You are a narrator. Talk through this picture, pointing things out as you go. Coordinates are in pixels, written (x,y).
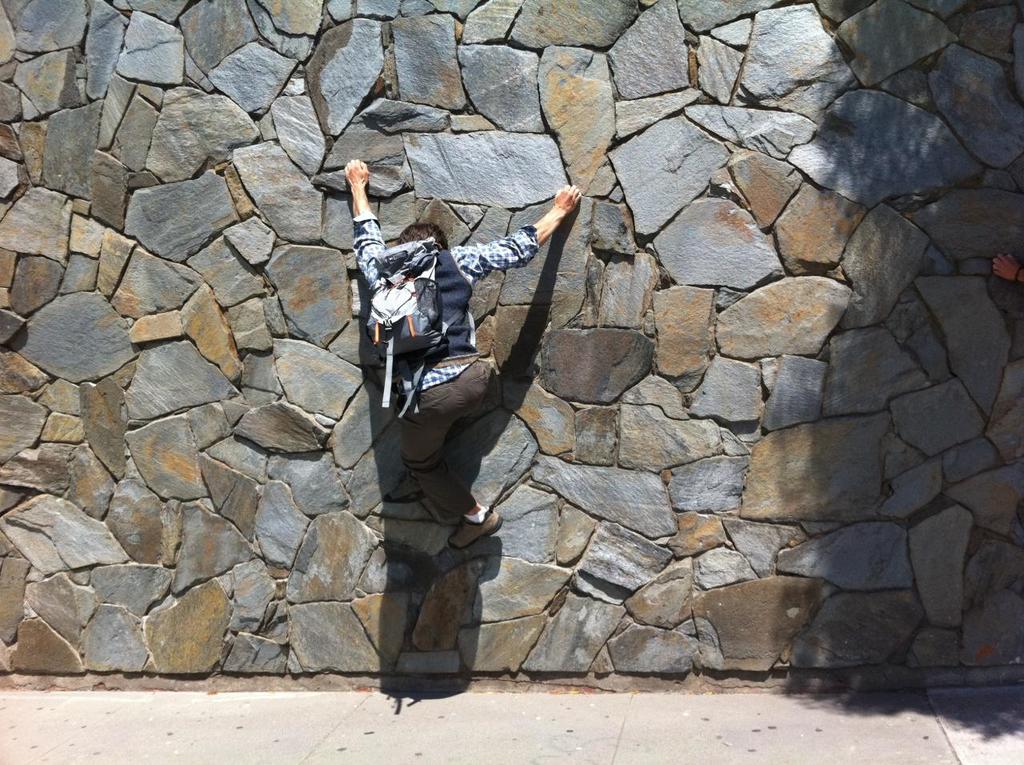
In this picture there is a boy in the center of the image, he is climbing the wall (170,437).
